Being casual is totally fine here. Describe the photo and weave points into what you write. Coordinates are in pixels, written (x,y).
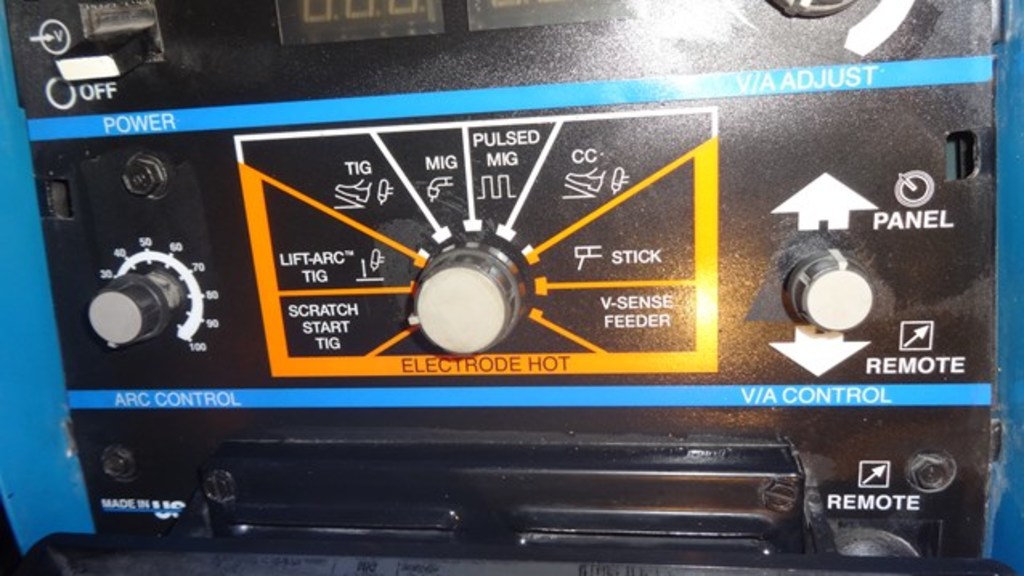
In this image we can see an object (1003,465) related to welding machine (95,28). And we can see the buttons (90,56) on either side. And we can see yellow color line (417,363) on that some text (564,357) has written on it.
